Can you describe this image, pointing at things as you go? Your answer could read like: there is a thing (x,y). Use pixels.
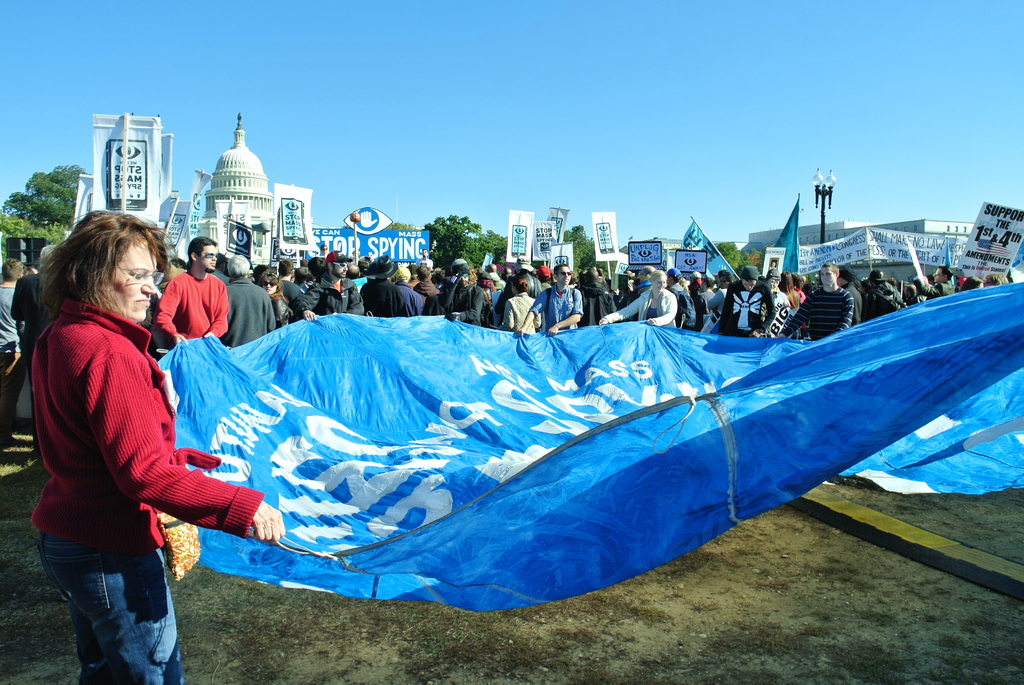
As we can see in the image there is a clear sky (695,61) and there is a white building (235,176) in front of it a rally is going on. The people (633,314) are gathered and they are holding a banner (403,234) on which it is written as "Stop Spying" and few people (123,399) in front (114,424) they are holding a long length blue colour stretched cover (502,376) on which its written in the white colour which states as "Stop Spying" and beside the white building (234,183) there are lot of trees (67,208).
